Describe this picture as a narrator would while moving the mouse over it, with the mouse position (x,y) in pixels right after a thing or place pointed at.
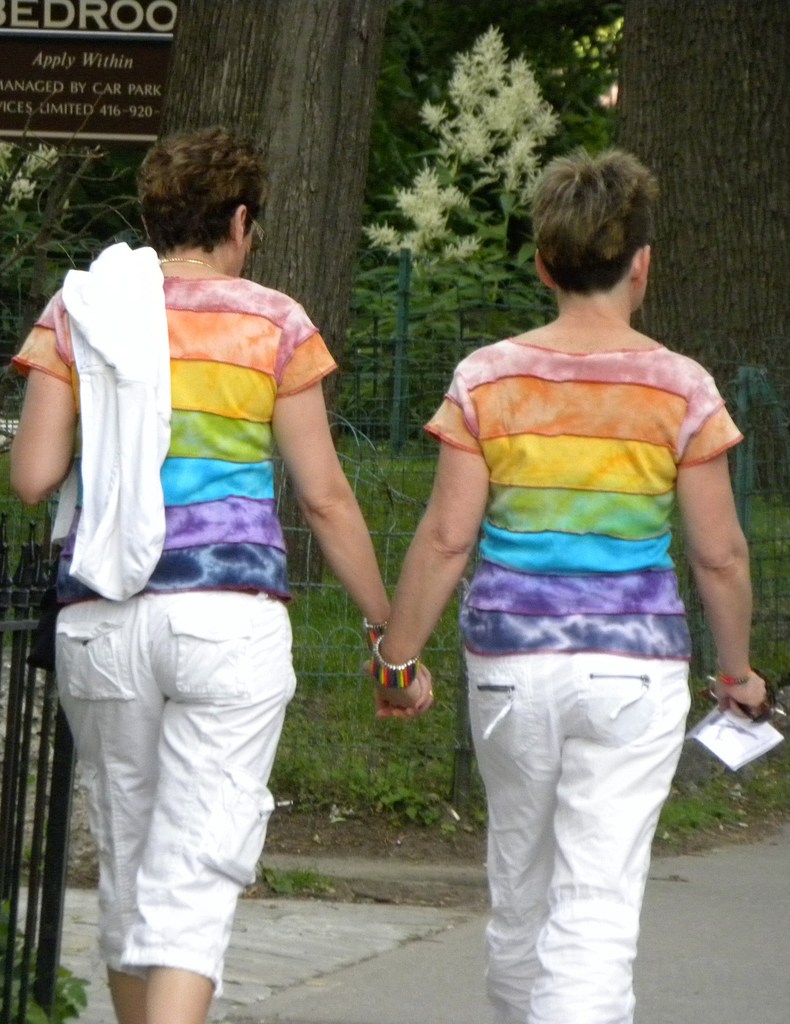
This image is taken outdoors. At the bottom of the image (339,967) there is a road (273,920). In the background (371,184) there are many trees (398,74) and plants (341,791) on the ground (362,780). There is a ground (364,785) with grass (428,779) on it. There is a mesh (378,477). On the left side of the image (7,788) there is a railing (12,903) and there is a board (89,61) with the text (98,56) on it. In the middle of the image (429,537) two persons (191,973) are walking on the road (349,964).
